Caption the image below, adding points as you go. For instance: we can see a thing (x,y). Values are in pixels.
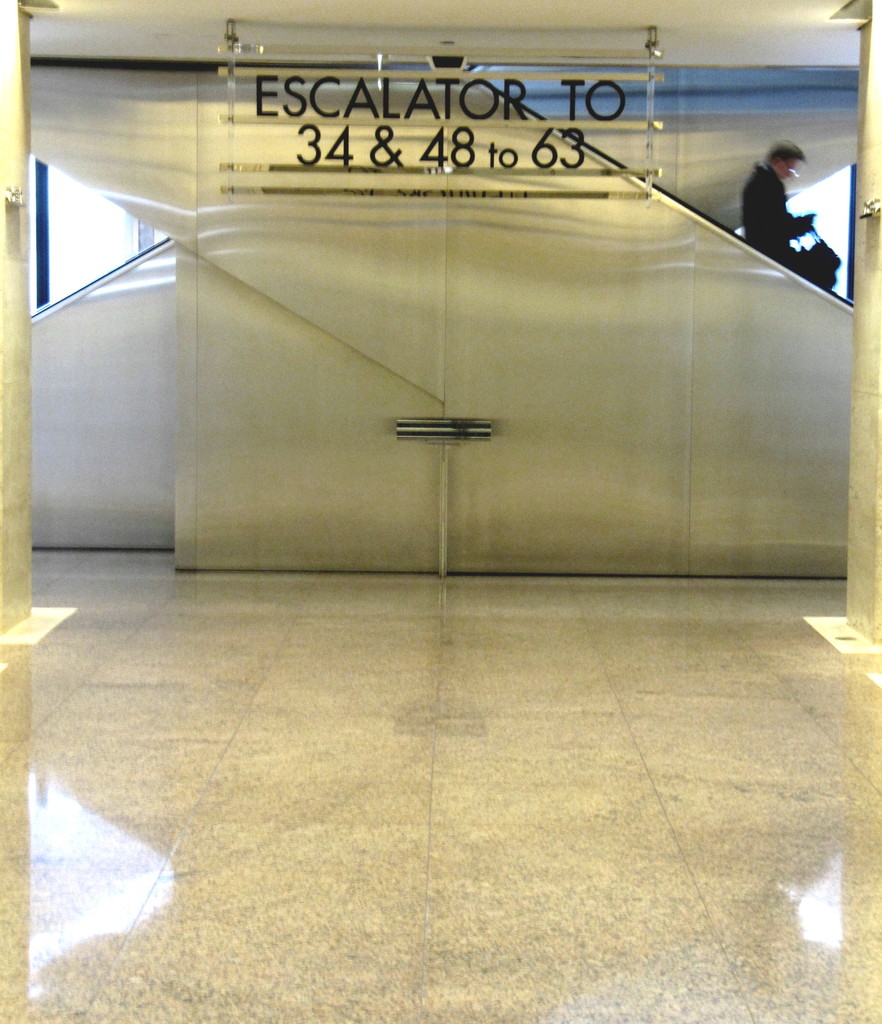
In this image I can see a staircase (727,388), text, lights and a person (781,175) is holding a bag (831,284) in hand (793,219). This image is taken may be in a building (431,567).
